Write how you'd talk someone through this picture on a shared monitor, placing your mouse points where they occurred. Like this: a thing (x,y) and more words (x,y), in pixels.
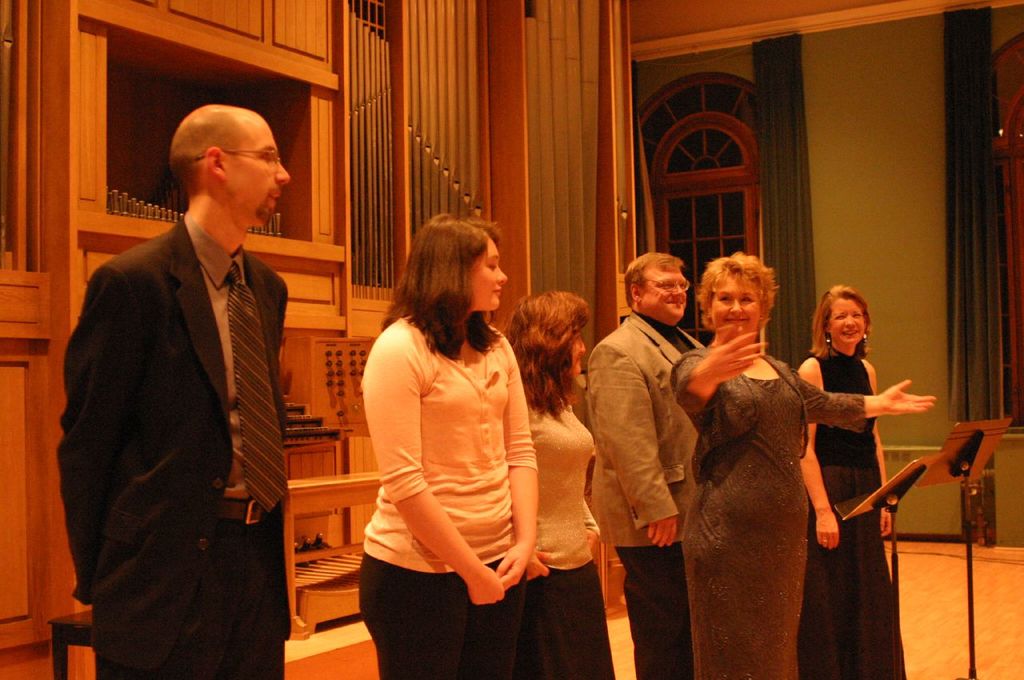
In this picture I can see 4 women (561,318) and 2 men (670,294) and I see that all of them are standing. I can also see that 2 women (715,360) on the right (768,303) are smiling and I see 2 tripods (949,460) in front of them. In the background (13,504) I can see the wall (847,248), windows (1019,282) and the curtains (993,262).
